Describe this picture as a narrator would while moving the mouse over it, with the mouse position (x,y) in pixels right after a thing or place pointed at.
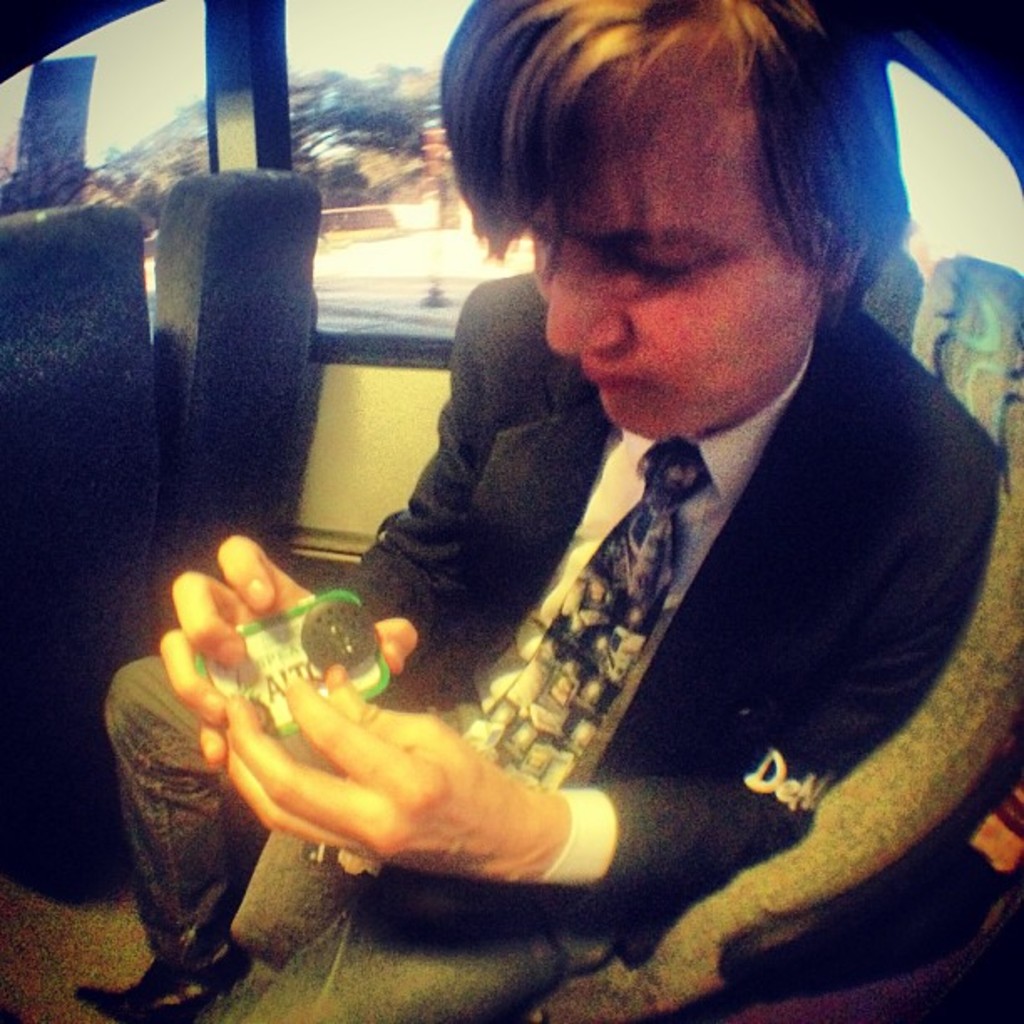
In this picture we can see a man (811,267) wore blazer (786,669), tie (589,677) and sitting on a seat (908,850) inside a vehicle (213,220) and he is holding an object (365,634) with his hands (338,718).
